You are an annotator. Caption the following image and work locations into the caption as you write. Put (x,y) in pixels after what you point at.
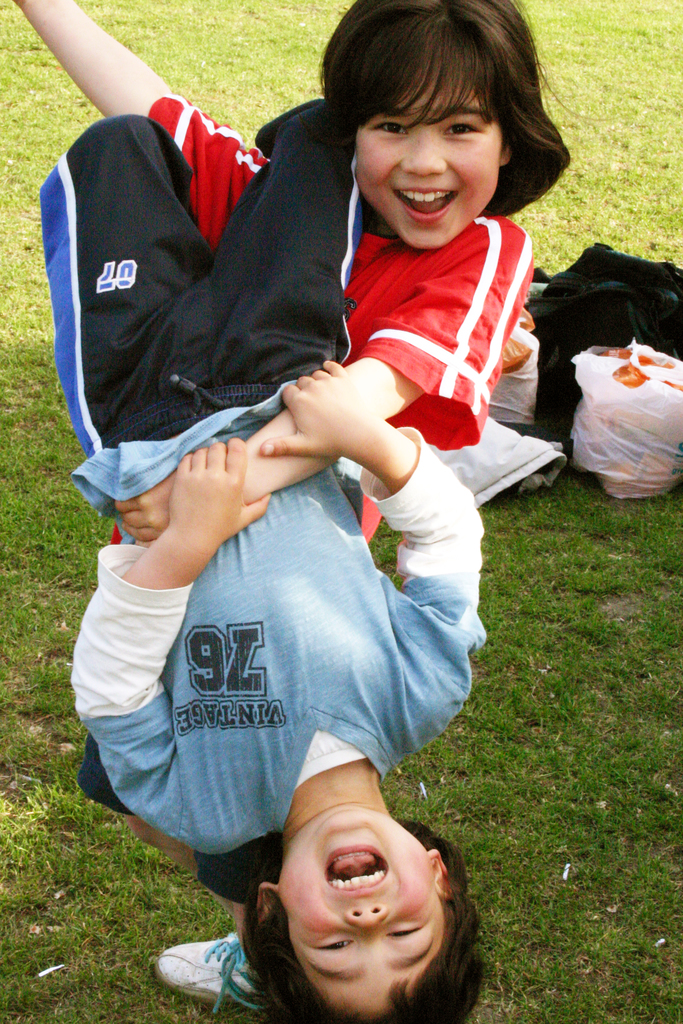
In this picture we can see two people (197,792) smiling and in the background (632,416) we can see plastic covers (621,392), bag (544,361), cloth (516,448) on the grass (540,532).
